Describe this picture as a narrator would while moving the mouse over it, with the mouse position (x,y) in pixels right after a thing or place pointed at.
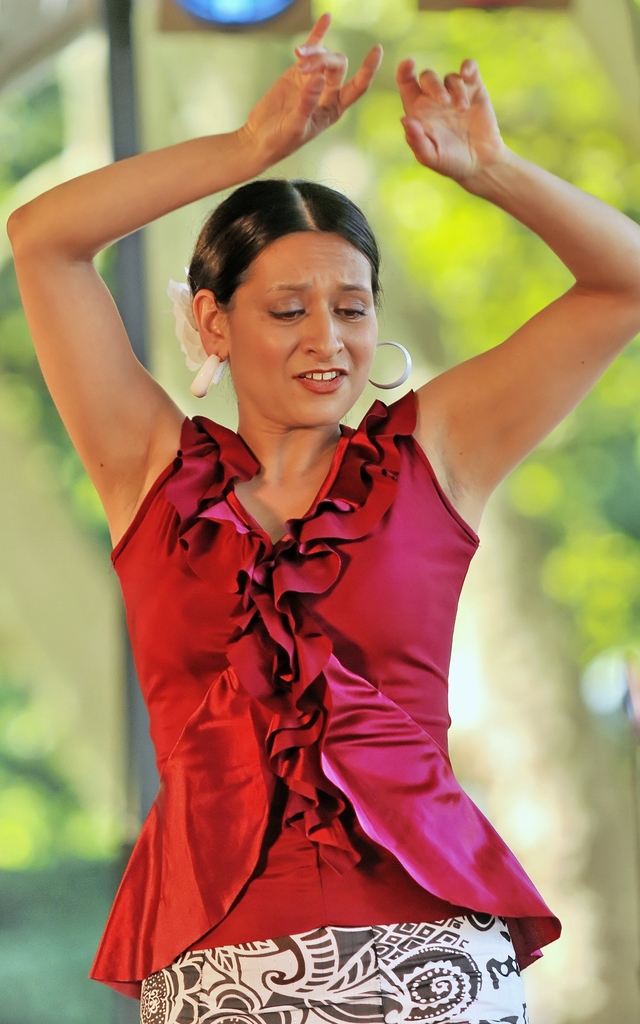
In this image I can see a woman (302,517) is dancing, she wore red color top (379,733) and black and white frock (395,984).
